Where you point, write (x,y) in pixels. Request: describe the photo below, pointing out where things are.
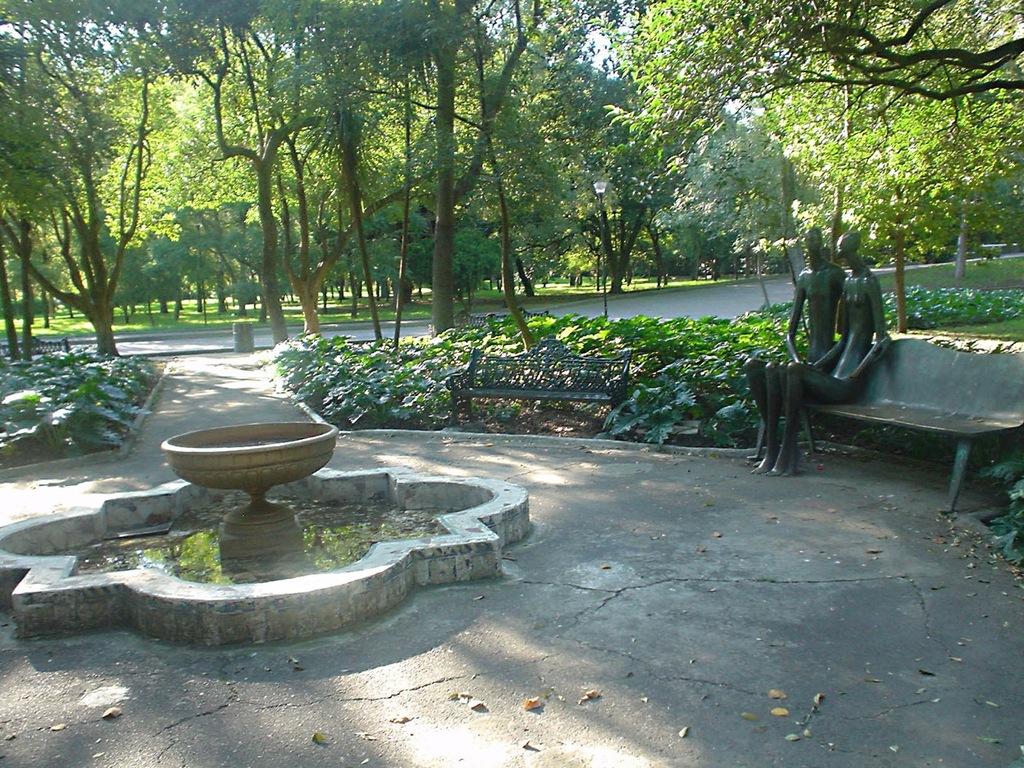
In this picture, it seems like a fountain (288,440) and sculptures (781,382) in the foreground area of the image (121,502), there are trees (465,262), grassland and the sky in the background (618,179).
